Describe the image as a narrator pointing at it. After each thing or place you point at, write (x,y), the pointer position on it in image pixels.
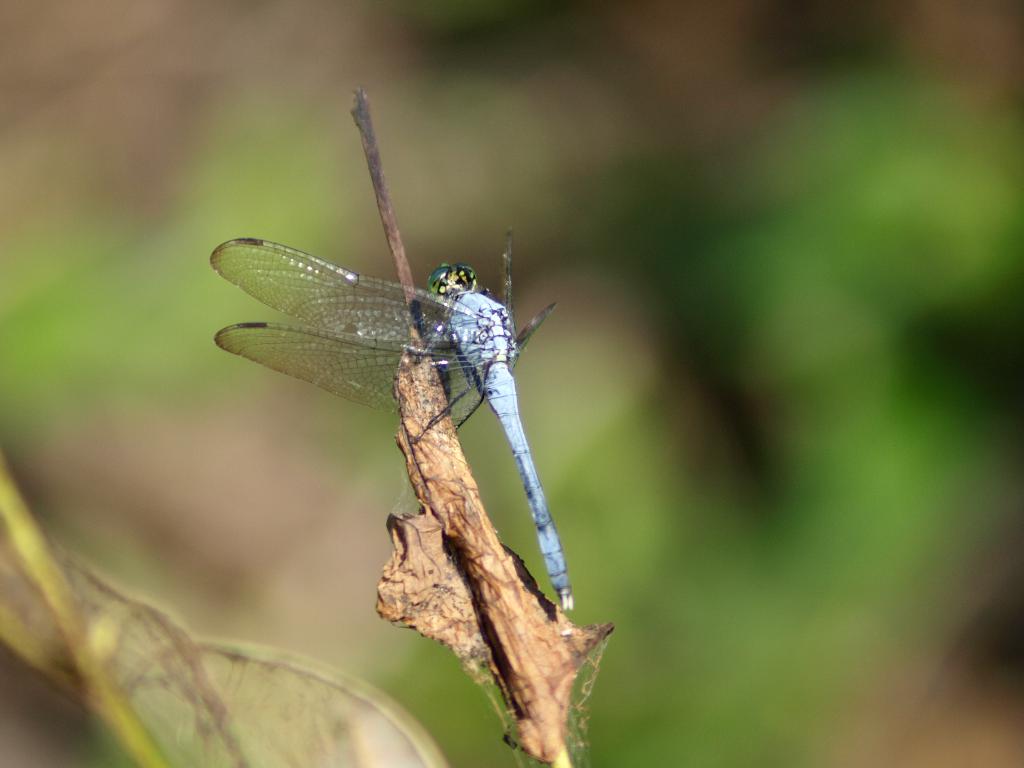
In this picture there is a dragonfly (409,343) in the center of the image (410,381) on a dry leaf (464,509) and the background (709,267) area of the image is blurred.
